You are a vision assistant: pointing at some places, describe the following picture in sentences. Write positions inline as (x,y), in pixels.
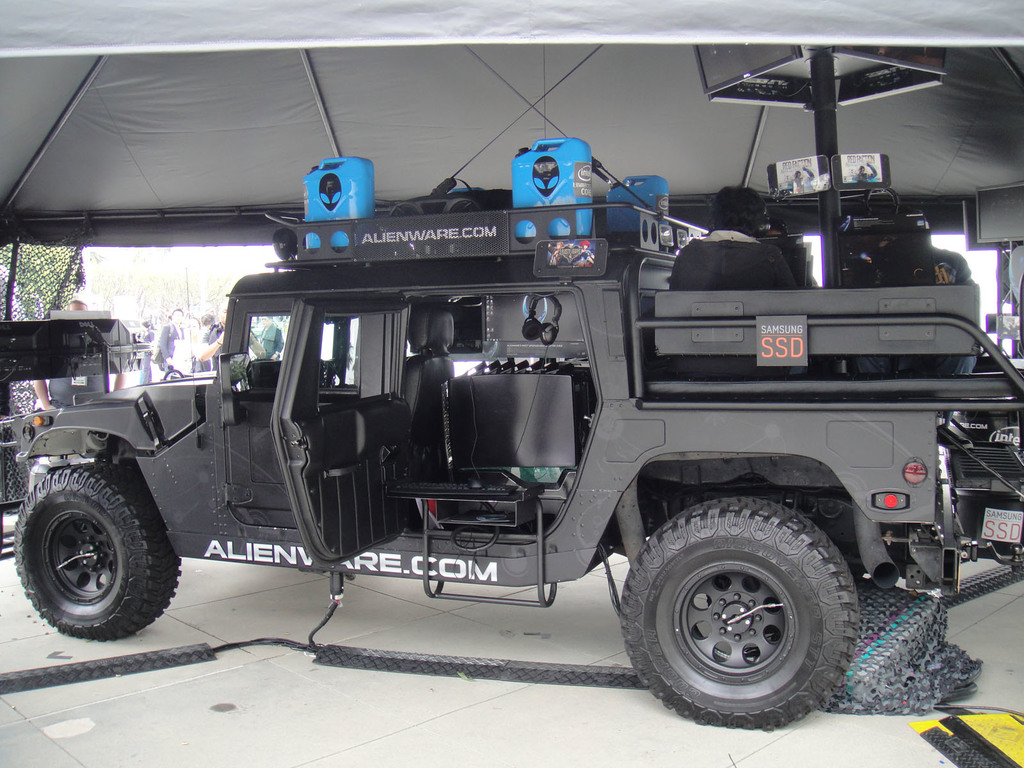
In this image I can see in the middle (494,260), it is a vehicle (116,535) in black color. At the top (594,116) there is the tent (571,114), on the left side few people (215,356) are there.
